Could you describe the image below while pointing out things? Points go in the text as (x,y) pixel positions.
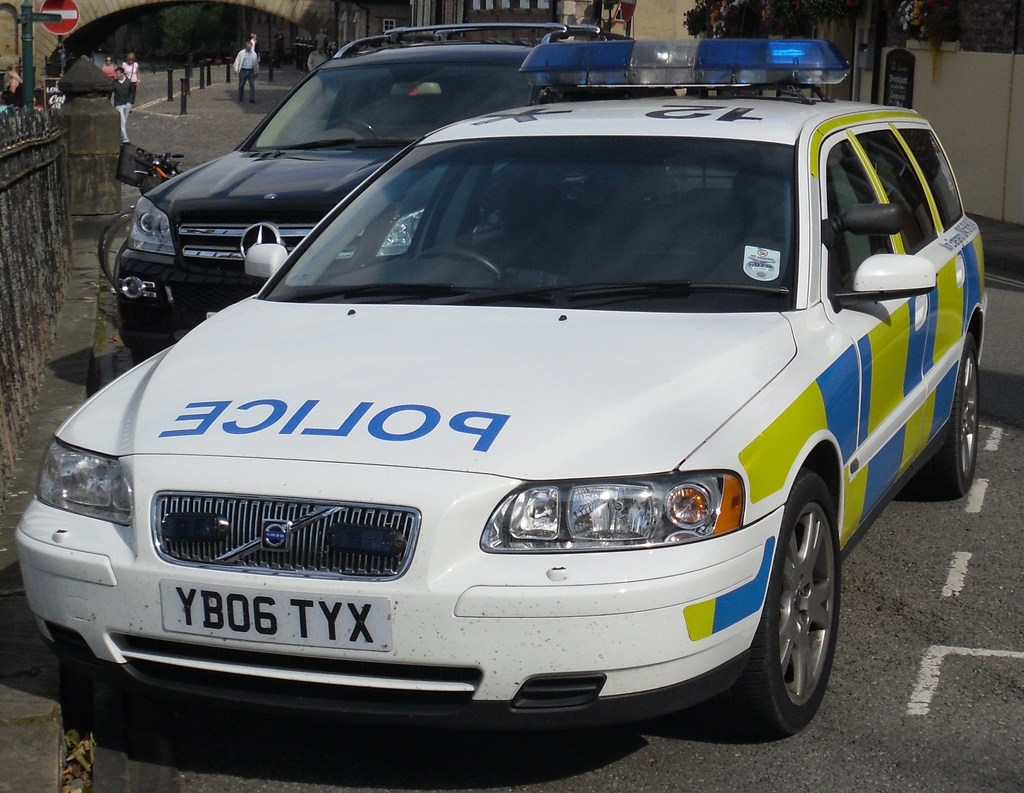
In this image we can see barrier poles (201,72), buildings (289,50), plants (698,13), persons (320,62) walking on the road (158,120) and motor vehicles (502,321).
